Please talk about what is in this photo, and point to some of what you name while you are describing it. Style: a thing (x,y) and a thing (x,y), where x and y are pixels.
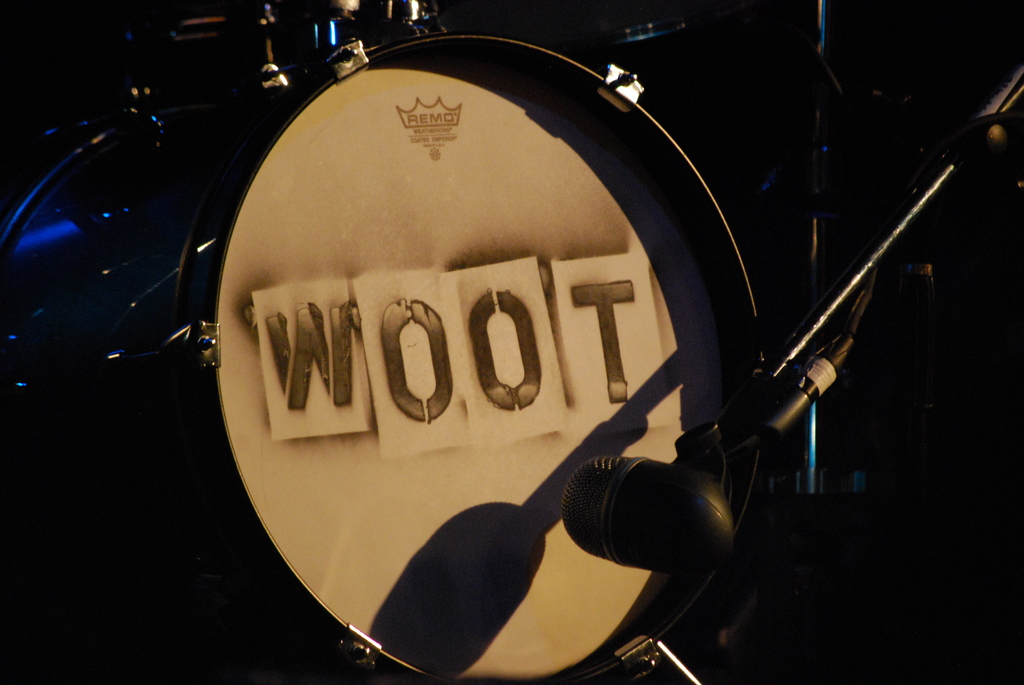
In this picture we can see a drum (571,359) in front of microphone (656,538) and we can see dark background (764,53).
